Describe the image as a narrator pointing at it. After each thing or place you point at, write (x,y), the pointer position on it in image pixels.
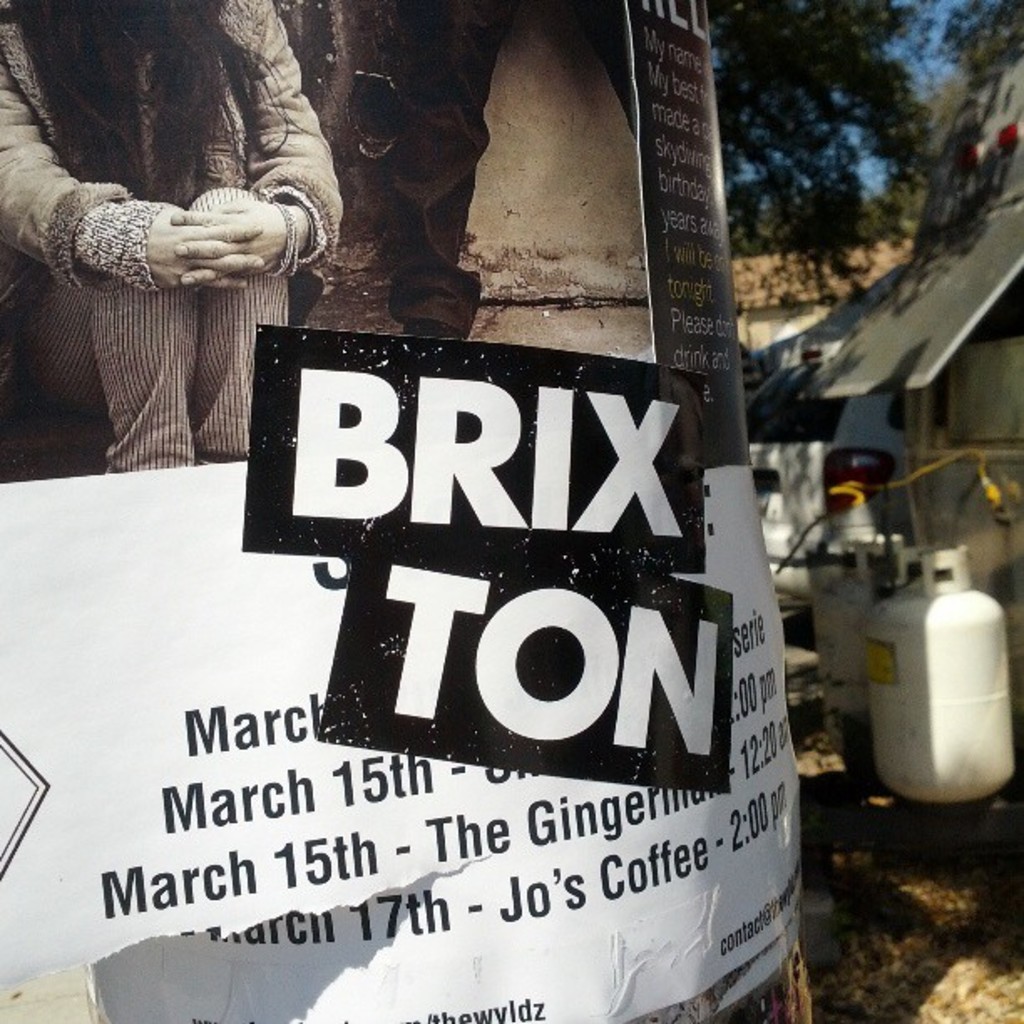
In this image we can see a poster (677,605) on which some text (442,423) was written and photo (258,115) of a lady (99,291) where she is sitting and a person (436,201) is standing. On the right side of the image (781,33) we can see trees (902,187) and a white color object (934,654).
